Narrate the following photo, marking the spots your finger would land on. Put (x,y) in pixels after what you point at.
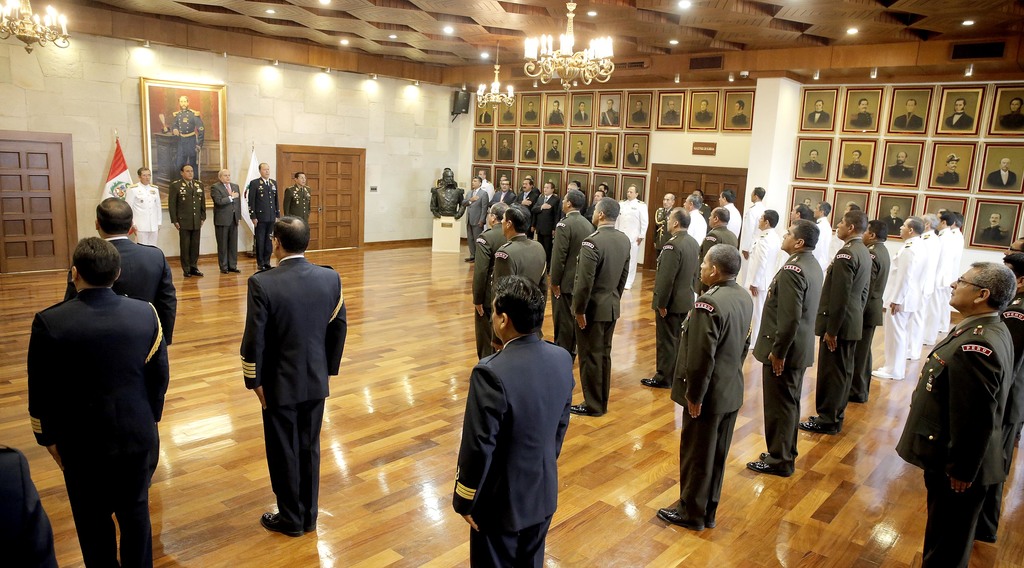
In this picture there is a inside view of the hall (424,358). In the front (249,337) we can see many commando (660,253) wearing black suit (733,311) is standing in the hall (757,385). Behind there is a wall (985,196) full of hanging photographs (635,184). In the straight we can see the white color wall (44,106) and two wooden doors (51,190). On the top ceiling (728,46) there is a hanging chandeliers (585,61).
